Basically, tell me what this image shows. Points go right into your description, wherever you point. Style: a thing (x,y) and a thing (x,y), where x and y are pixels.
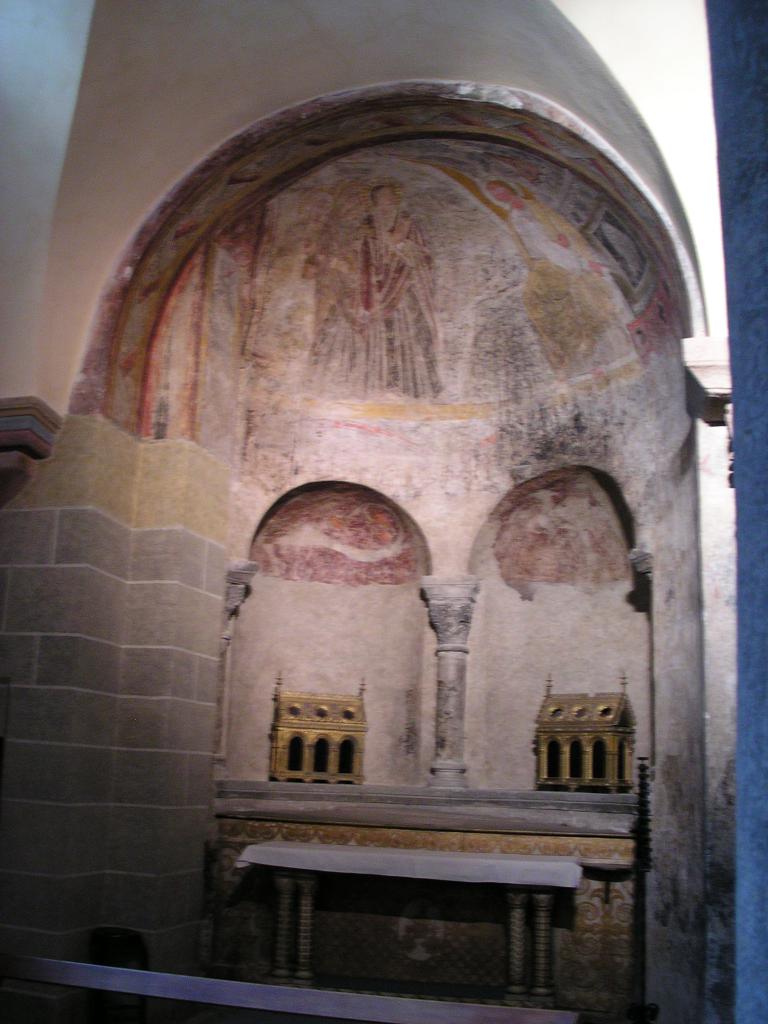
In front of the image there is a table (449,854). Behind the table (514,863) there are some objects (282,774) on the platform (402,790). In the background of the image (409,459) there is a painting (451,428) on the wall (329,586).
